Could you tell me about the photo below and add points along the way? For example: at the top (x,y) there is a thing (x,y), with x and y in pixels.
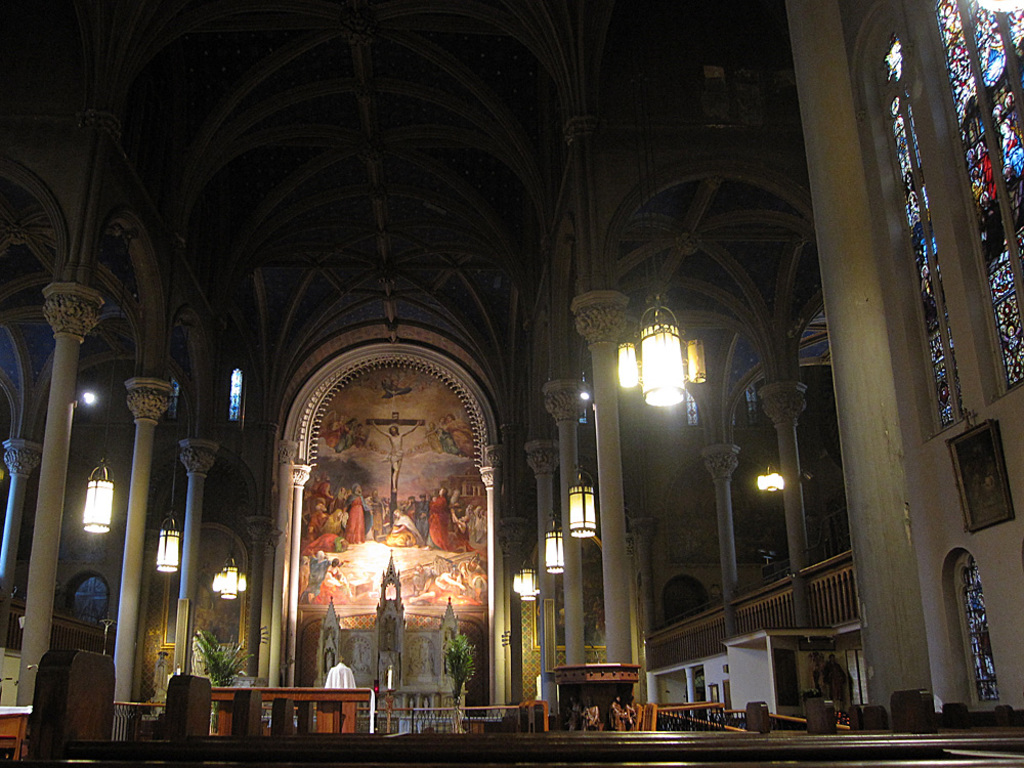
This image might be taken in church (635,453). In this image we can see lights (669,392), benches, statues (627,710), painting (422,592), pillars (864,490), stained glass (961,33) and wall (205,301).
